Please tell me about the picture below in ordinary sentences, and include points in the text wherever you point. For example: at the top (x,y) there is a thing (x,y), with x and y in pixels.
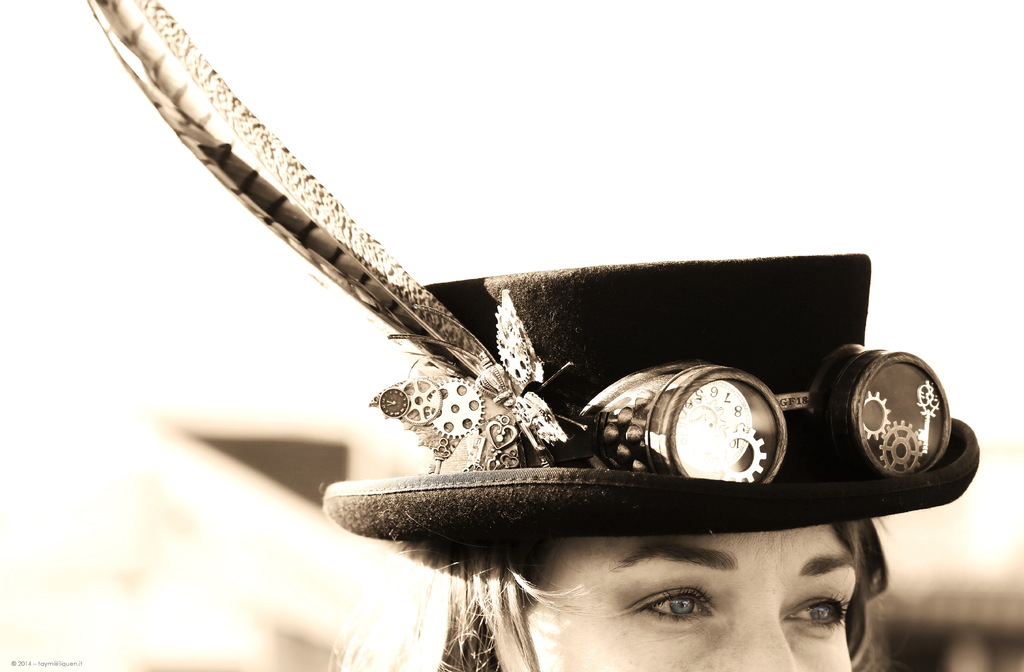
In this image there is a girl (755,571) wearing a hat (559,368) on her head (729,540). The background (866,198) is blurred.
